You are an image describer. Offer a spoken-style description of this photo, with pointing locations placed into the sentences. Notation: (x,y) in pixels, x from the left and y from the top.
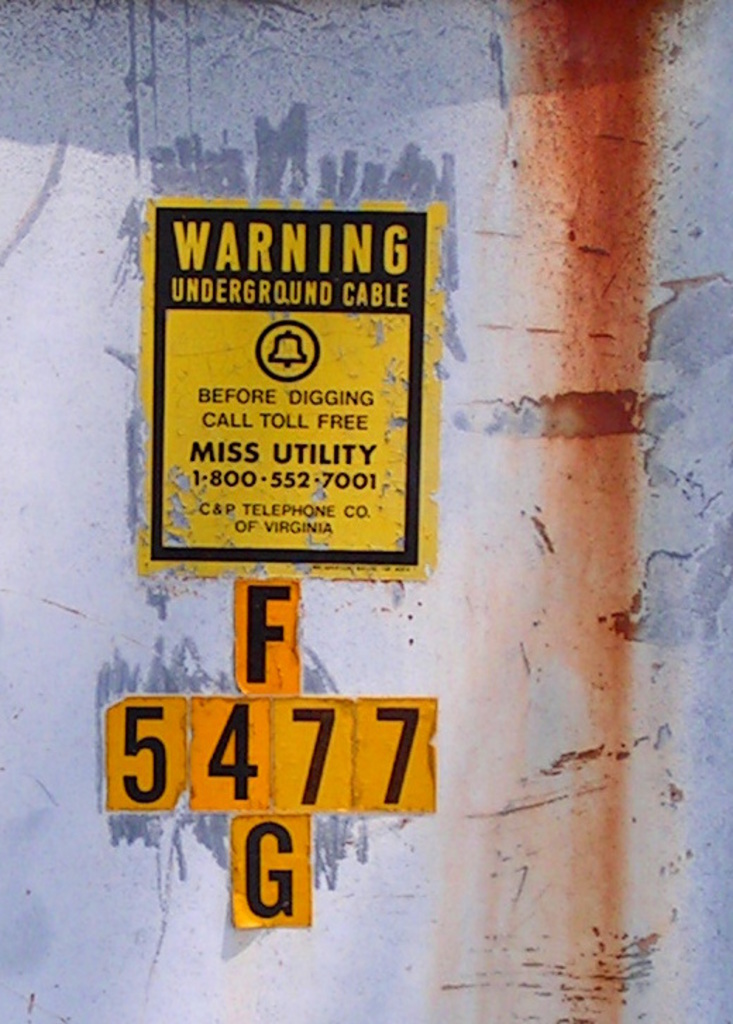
In this image there is a wall (390,681). On the wall (730,660) there is a poster (291,341) on which there is some text (258,395). At the bottom (270,838) there are number labels (237,745) stick to the wall (493,658). On the right side (615,248) top there is a red color paint (553,178) on the wall (503,201).
